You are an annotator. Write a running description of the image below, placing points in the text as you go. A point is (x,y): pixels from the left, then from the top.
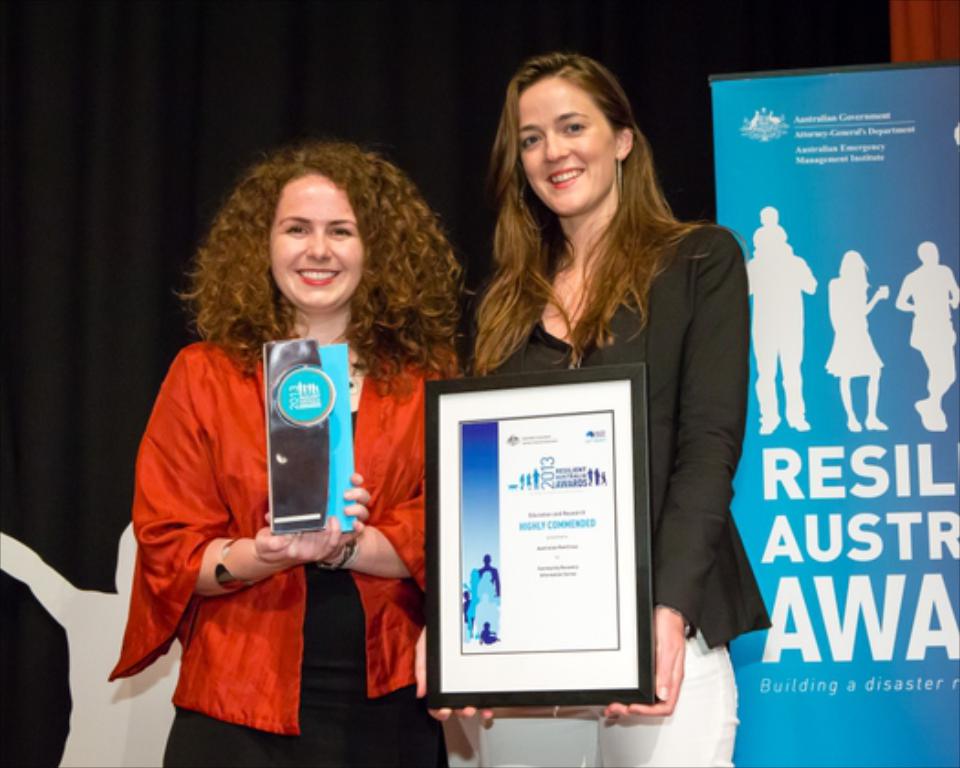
In the picture I can see two women (394,379) and there is a pretty smile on their faces (537,120). I can see a woman (406,360) on the left side (193,429) is holding the award trophy (346,468) in her hands (361,499) and another woman (698,570) on the right side (698,585) is holding the framed certificate (548,429) in her hands (664,680). There is a hoarding (772,429) on the right side (921,280). In the background (258,5), I can see the curtain (203,20).
